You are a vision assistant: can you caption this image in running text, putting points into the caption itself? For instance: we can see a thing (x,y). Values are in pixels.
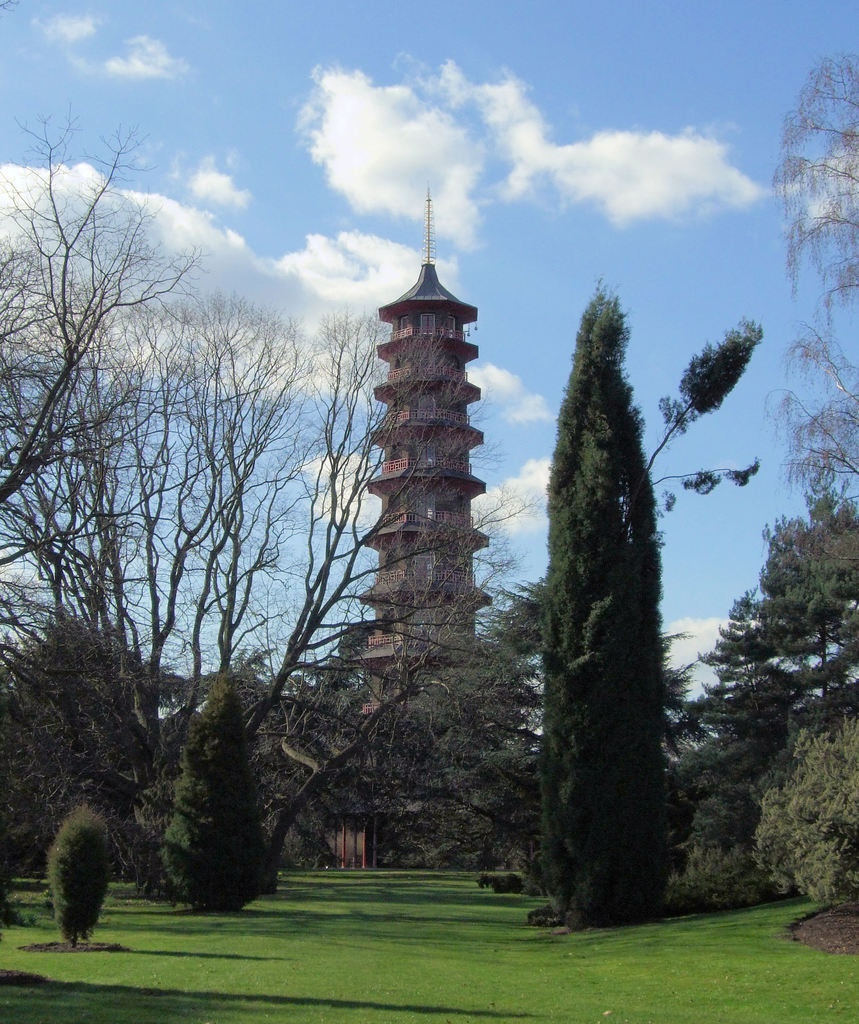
In the foreground of this image (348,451), there is a tower (420,504), trees (288,503), grass (501,928), the cloud (654,164) and the sky (687,83).
